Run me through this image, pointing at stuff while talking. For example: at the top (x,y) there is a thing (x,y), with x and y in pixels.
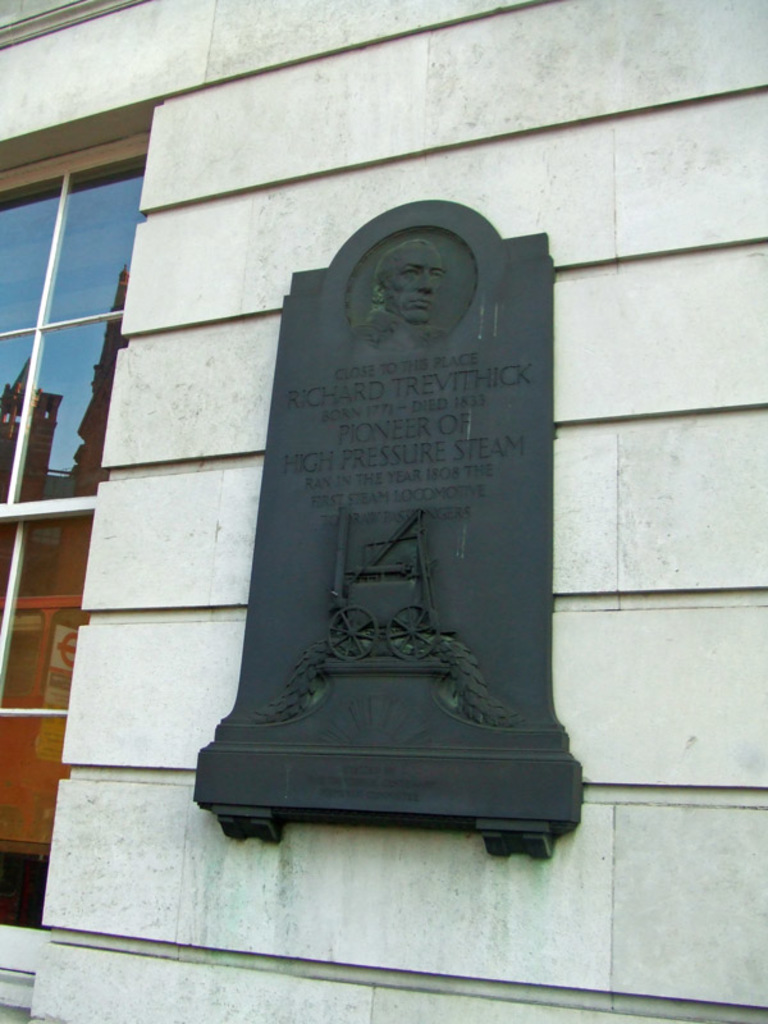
There is one memorial (312,407) attached to a wall (588,668) as we can see in the middle of this image (260,447). There is a glass window (77,453) on the left side of this image (74,497).
